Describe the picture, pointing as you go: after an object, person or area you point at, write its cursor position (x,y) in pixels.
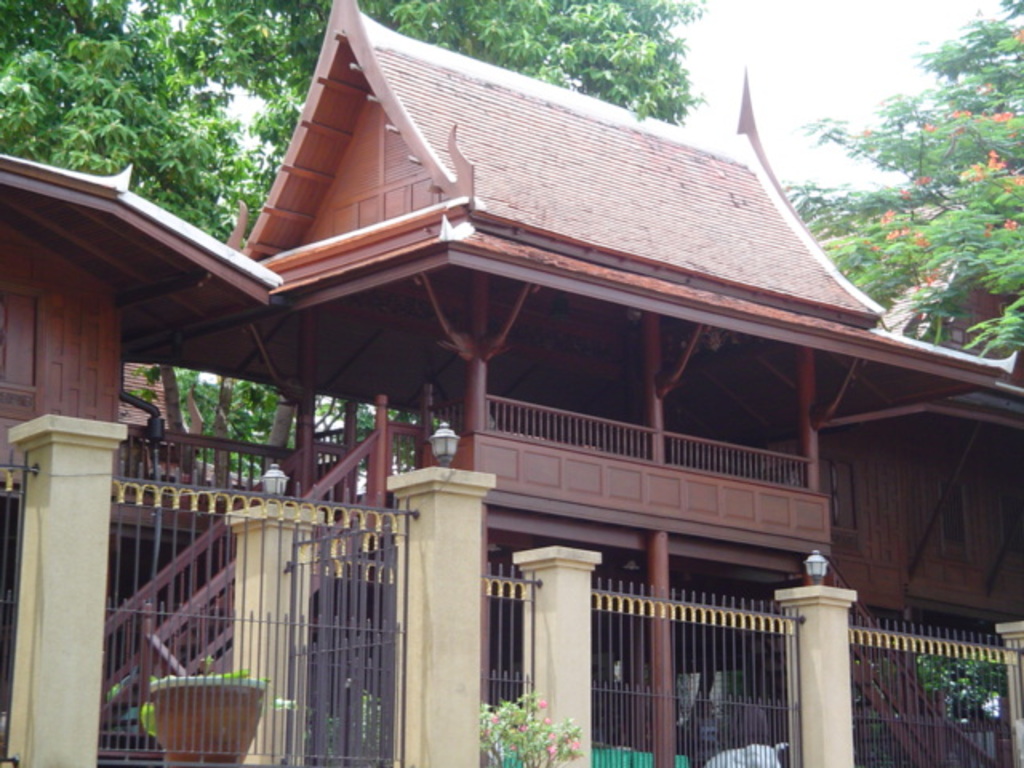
In this image we can see a building (949,453) with roof (592,282), railing (583,425) and a staircase (384,434). In the bottom of the image (492,727) we can see a fence (286,740), some plants (541,732) and some lights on the pillars (823,656). At the top of the image (725,50) we can see trees (965,83) and the sky (843,104).
